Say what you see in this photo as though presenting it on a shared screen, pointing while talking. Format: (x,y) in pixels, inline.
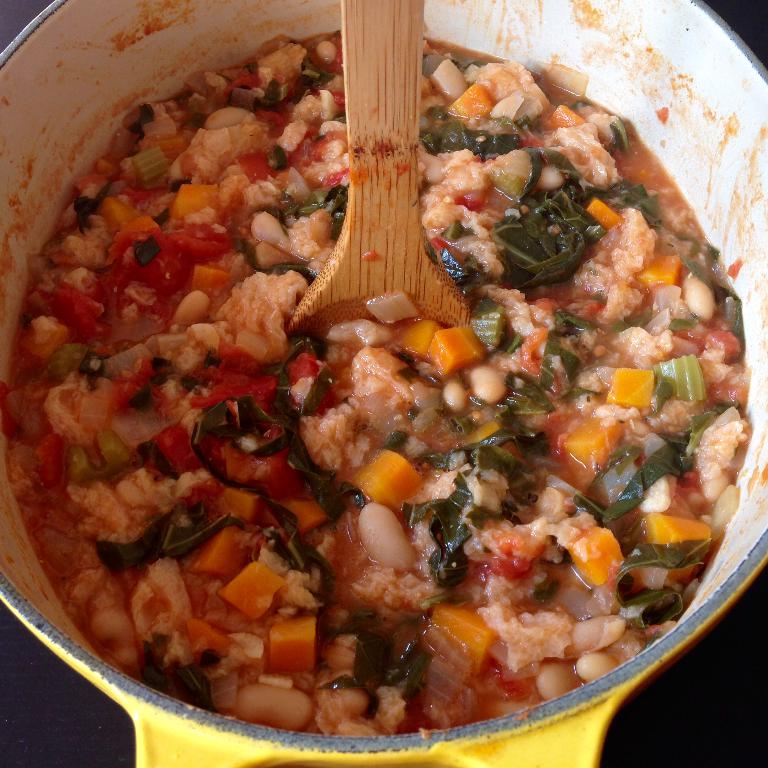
In this image we can see a food item (351,334) which is made of vegetables (311,483) is kept in a yellow color pan (499,751).
